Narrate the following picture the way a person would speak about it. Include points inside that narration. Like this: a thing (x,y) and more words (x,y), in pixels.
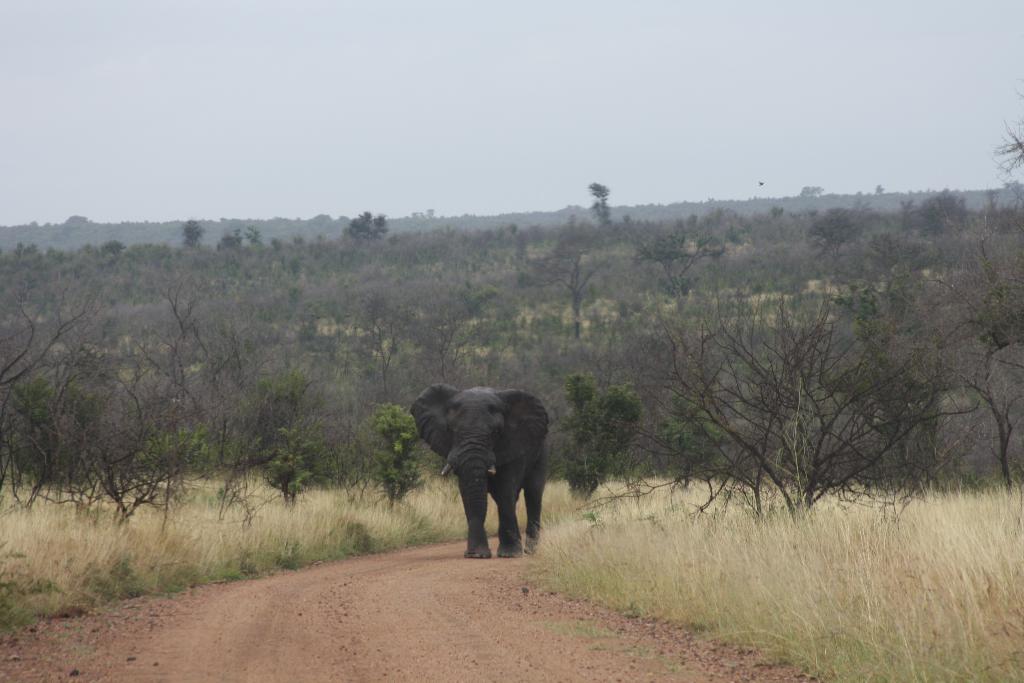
This picture is clicked outside. In the center (437,390) we can see an elephant (483,440) seems to be walking on the ground (502,607) and we can see the grass (303,504), trees (808,392) and some other objects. In the background (394,87) we can see the sky (866,113).
